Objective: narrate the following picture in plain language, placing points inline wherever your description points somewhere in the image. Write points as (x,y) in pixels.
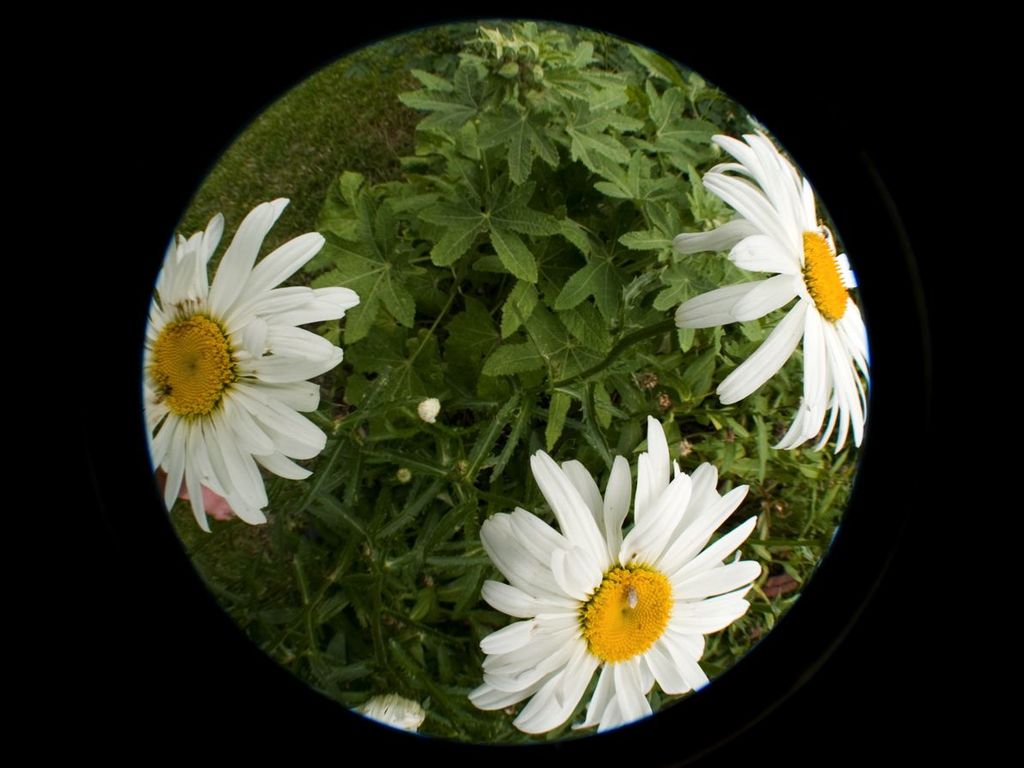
This looks like an edited image. I can see a plant (463,357) with three white flowers (306,388). This is the grass (360,84).
